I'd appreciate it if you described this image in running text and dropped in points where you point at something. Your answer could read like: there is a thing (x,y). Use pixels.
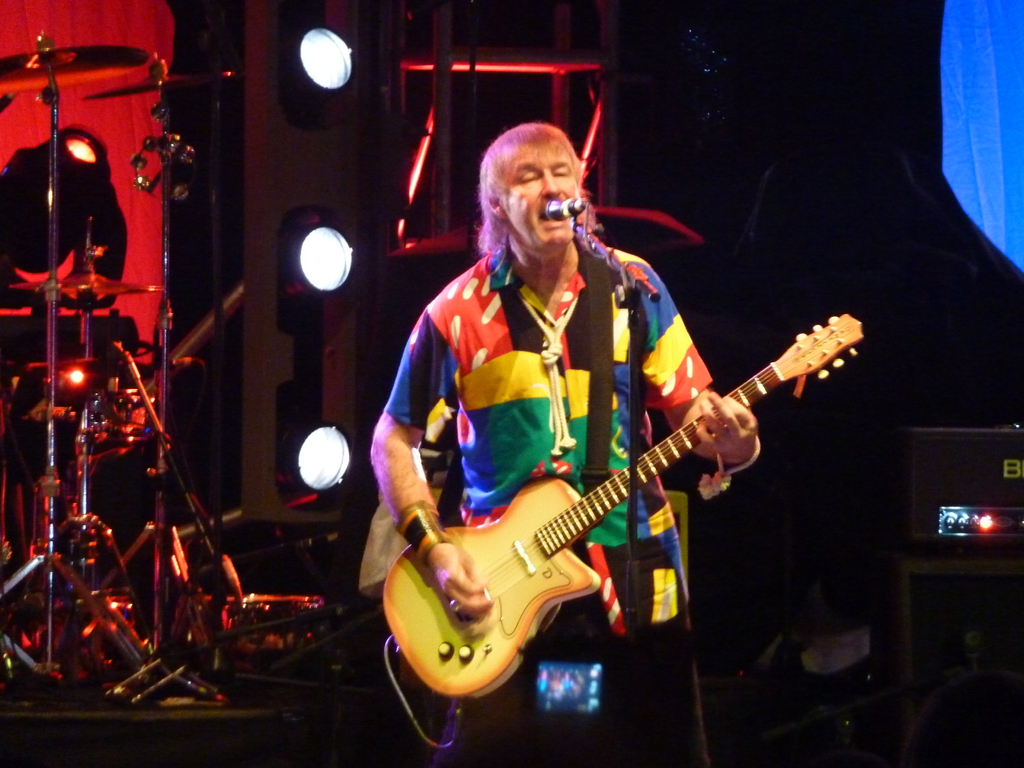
In this image there is a man (650,419) standing and playing a guitar (758,397) and singing a song in the microphone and the background there are drums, focus lights (305,435), speakers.
